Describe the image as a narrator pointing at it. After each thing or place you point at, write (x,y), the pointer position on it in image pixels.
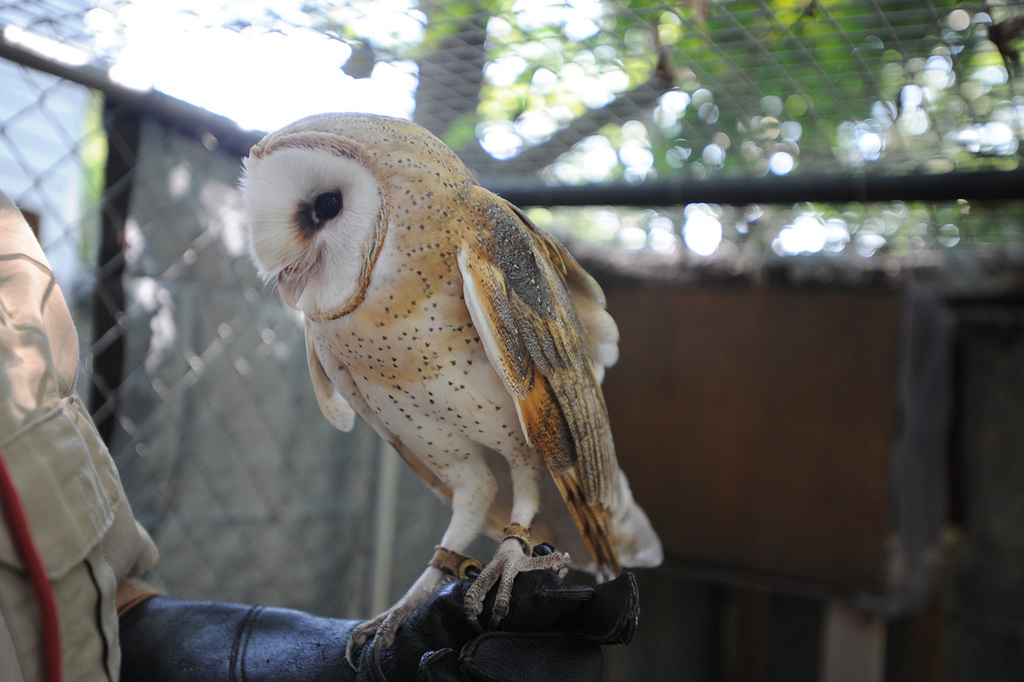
In this picture I can see a bird (498,614) on a object (467,636). In the background (361,427) I can see a cage (330,462). The background of the image (334,444) is blurred.
